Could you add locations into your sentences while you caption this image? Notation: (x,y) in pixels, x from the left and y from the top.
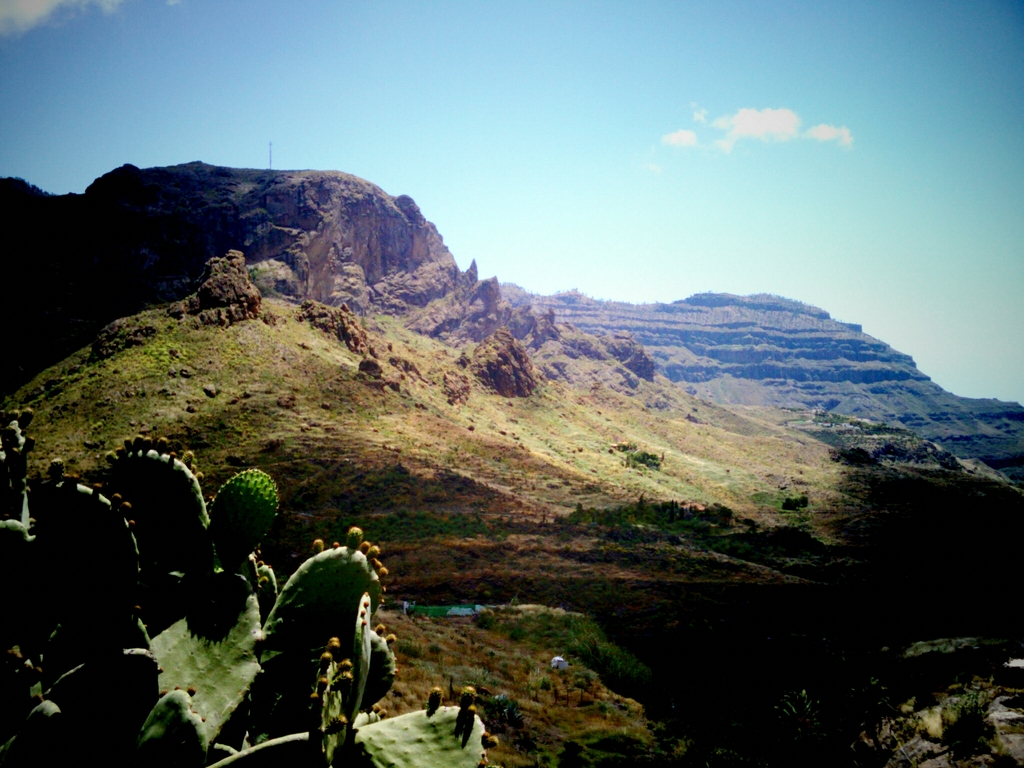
In this picture we can observe plants (274,638) on the left side (202,559). There are some trees (641,518) and some grass (363,502) on the ground (490,452). In the background (377,282) there are hills (367,244) and a sky (553,139) with clouds (745,123).
